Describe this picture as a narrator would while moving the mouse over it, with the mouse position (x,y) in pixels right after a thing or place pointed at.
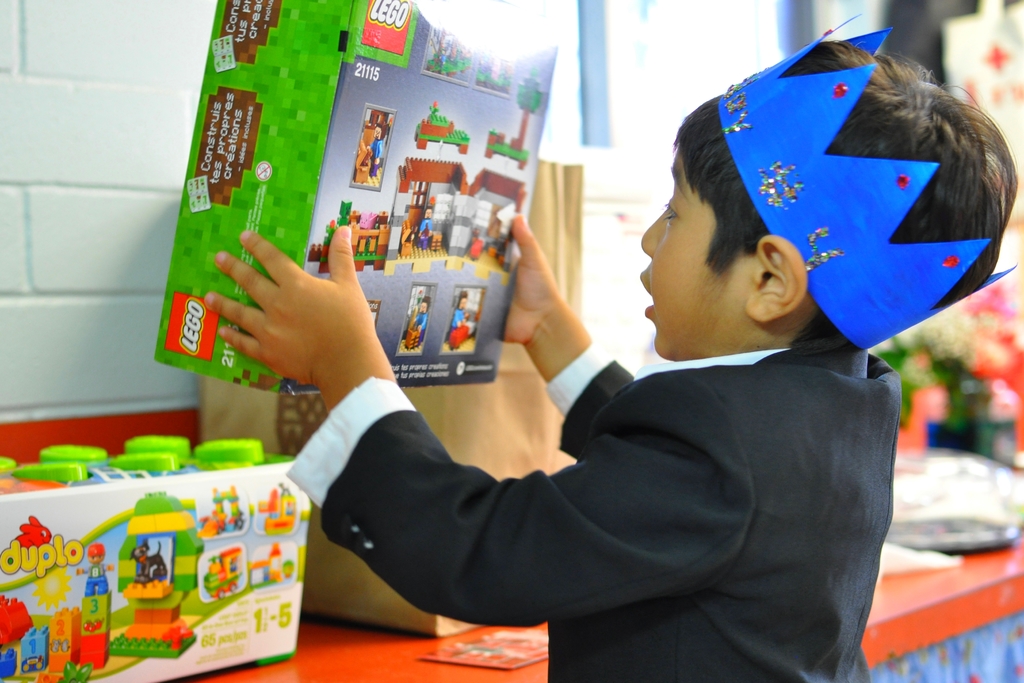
In this image there is one kid (645,551) standing on the right side of this image (714,490) is wearing a black color blazer (681,519) and holding an object (423,295). There is a table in the bottom of this image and there are some objects (184,490) kept on it. There is a wall (89,153) in the background (587,163).
